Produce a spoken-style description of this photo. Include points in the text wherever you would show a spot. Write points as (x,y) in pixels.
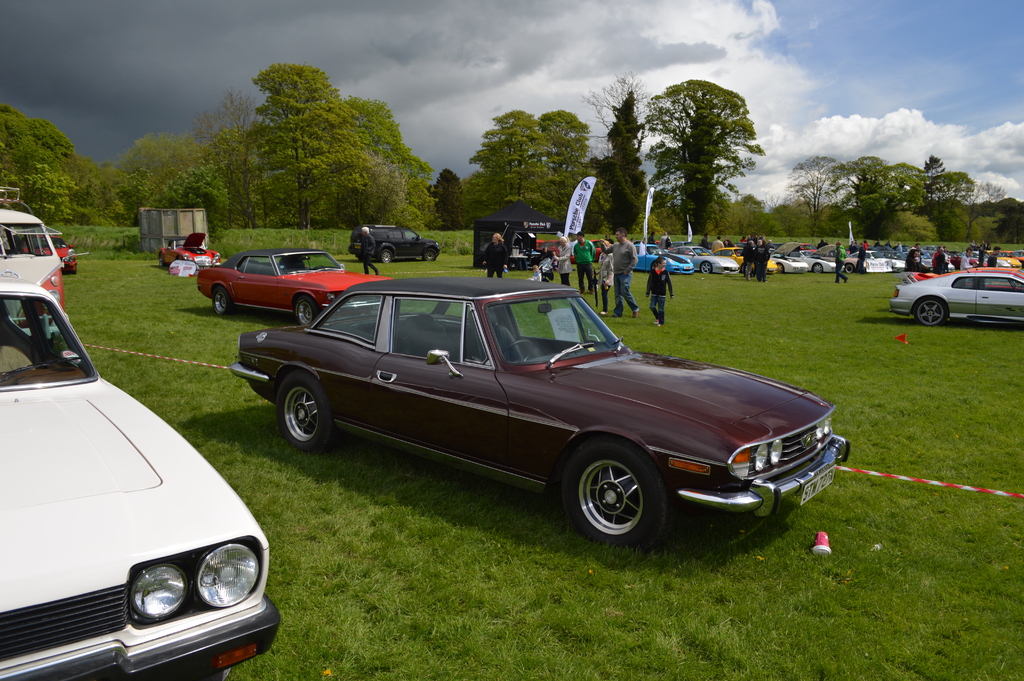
In this image we can see some people (581,280), cars (519,342) parked aside, flag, a tent (543,225) on the grass (170,300). On the backside (369,202) we can see some trees (515,190), plants (586,227) and the sky (475,118) which looks cloudy.
